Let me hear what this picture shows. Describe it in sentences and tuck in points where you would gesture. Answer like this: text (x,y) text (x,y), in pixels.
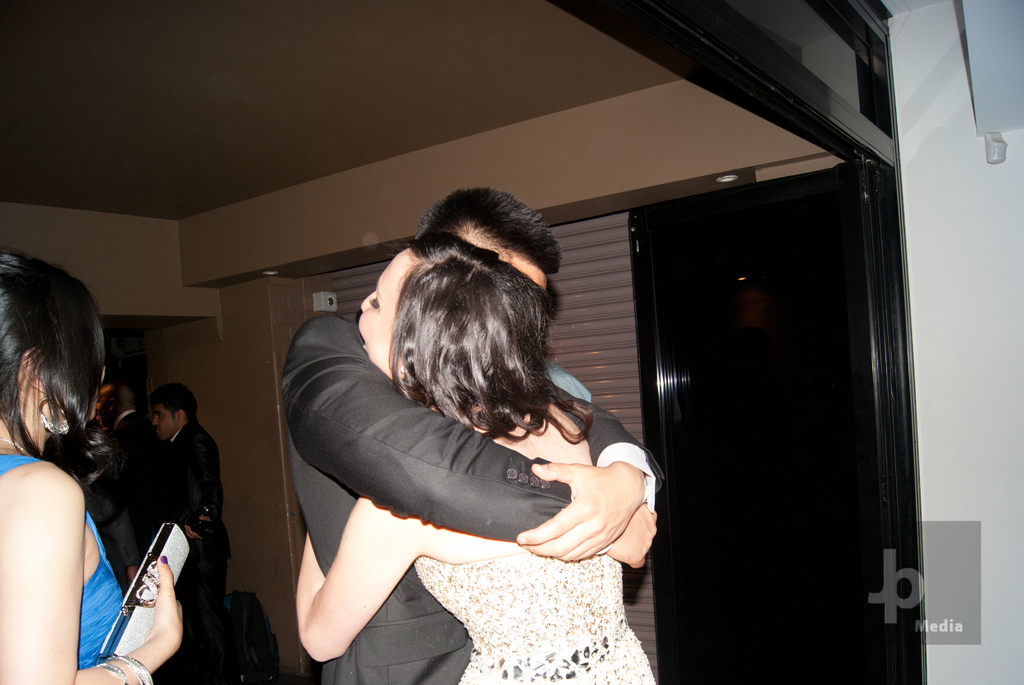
In this image, we can see a group of people (470,570) are standing. In the middle of the image (476,433), we can see a woman (551,442) and man (409,459) are hugging. On the left side (61,596), a woman (105,614) is holding a clutch (149,580). Background (713,300) we can see wall (233,424), shade (585,290), door (752,419). Top of the image (363,132), there is a roof (604,85). Here we can see some white color object (1006,149). Right side of the image (941,593), we can see a watermark (952,602) in the image.
